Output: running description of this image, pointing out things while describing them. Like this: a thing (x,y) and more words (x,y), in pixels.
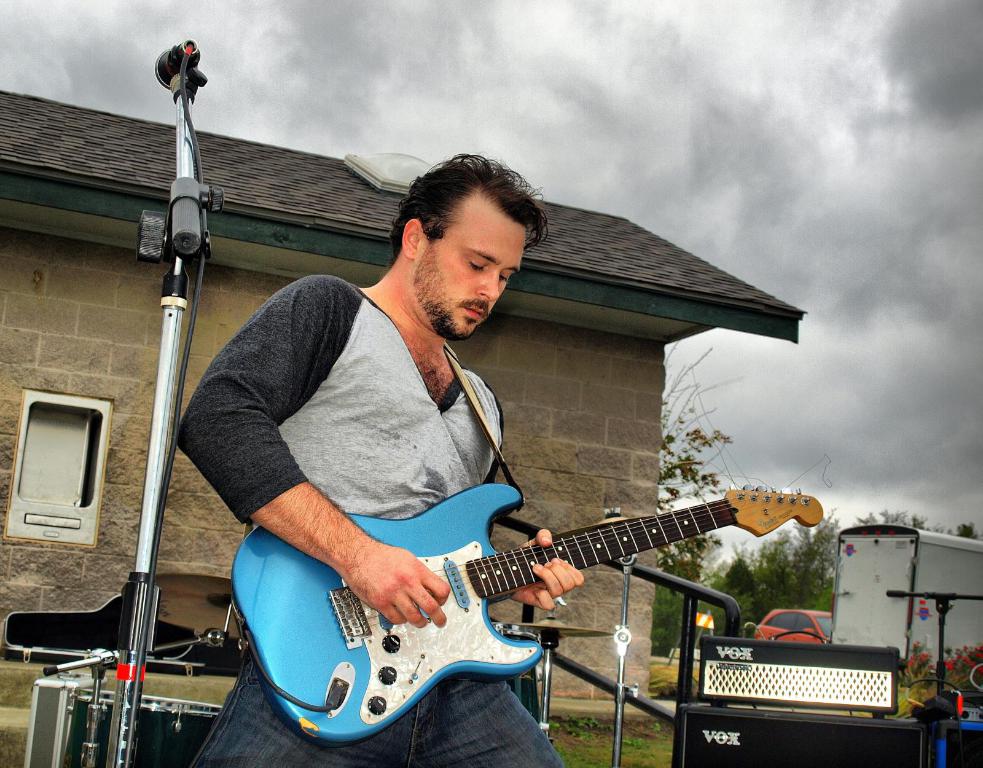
In the image a man (385,557) is playing guitar (318,573). In front of him there is a mic (195,85). The sky (215,113) is full of cloud (828,222). In the background (868,573) there are vehicles (841,596), building (141,307), window (57,471).
